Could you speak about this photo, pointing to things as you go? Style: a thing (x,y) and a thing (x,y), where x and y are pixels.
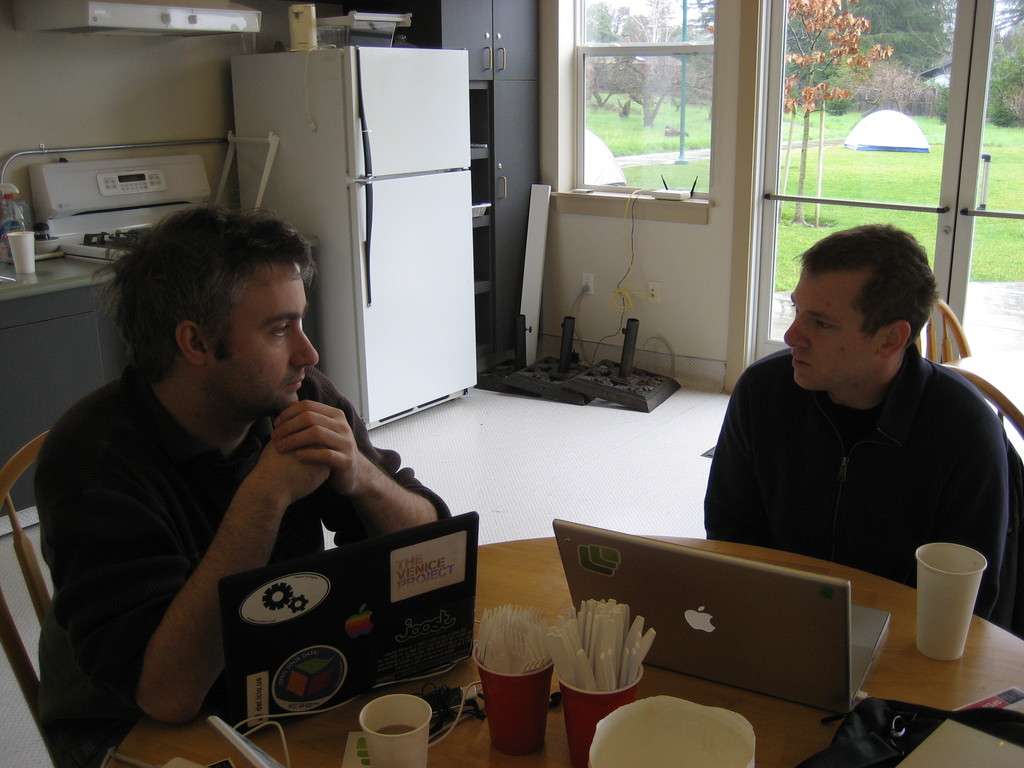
In this picture there are two people (366,452) sitting on chairs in front of table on which there are some cups (572,713), laptops (476,572) and behind them there is a door (824,139) and a kitchen (28,186), Fridge (387,153) and trees (906,50) and grass (797,170) outside the room (32,627).
